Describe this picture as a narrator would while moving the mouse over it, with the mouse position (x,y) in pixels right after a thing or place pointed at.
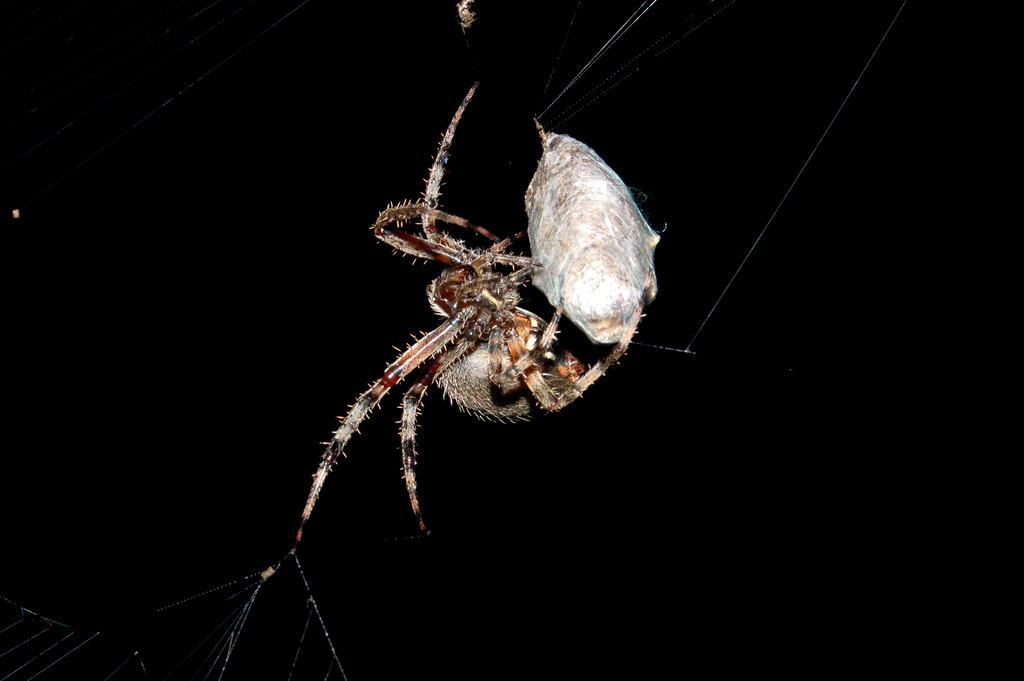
In this picture we can observe a spider (446,367). We can observe a web (575,76) of a spider (453,348). The background (190,302) is completely dark.
